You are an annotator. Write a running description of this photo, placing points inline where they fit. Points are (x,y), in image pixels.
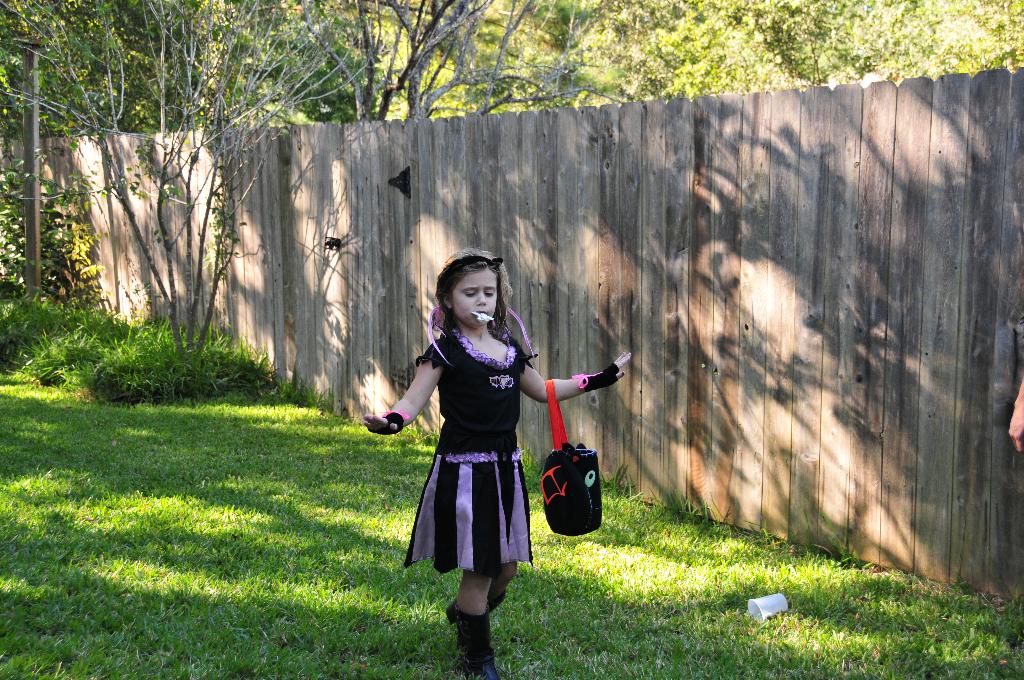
In this image, we can see a girl (460,488) standing on the grass (380,647), there is a wooden fencing (584,295). We can see some plants (25,304) and trees (514,36).
